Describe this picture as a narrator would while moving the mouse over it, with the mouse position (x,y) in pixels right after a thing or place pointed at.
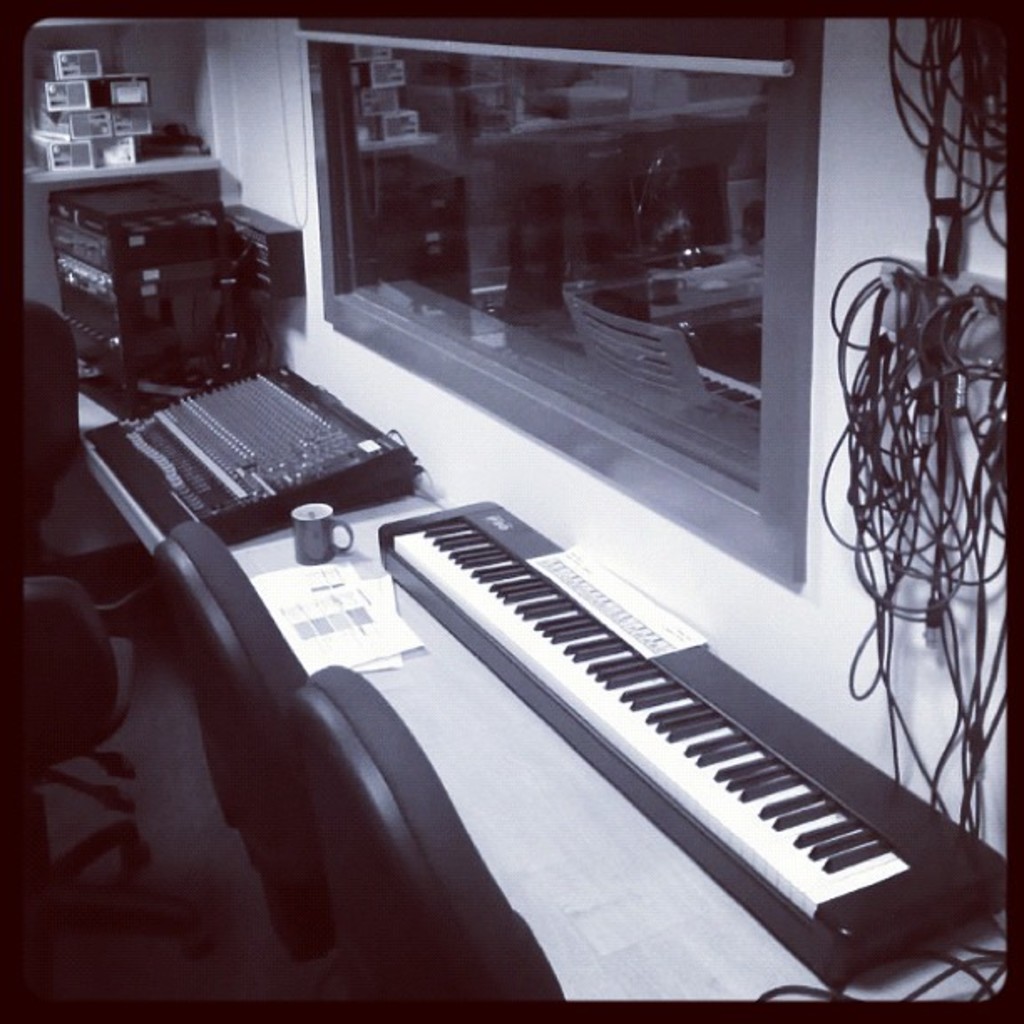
In this image, I can see a piano (624,734) on the right side (717,717) and there are some wires (984,23) hanged, and on the left side (30,551) I can see some chairs (420,857) and there is a cup (320,561) and papers (264,586) on the table (357,554), in the middle (416,350) I can see the glass window (780,488).
